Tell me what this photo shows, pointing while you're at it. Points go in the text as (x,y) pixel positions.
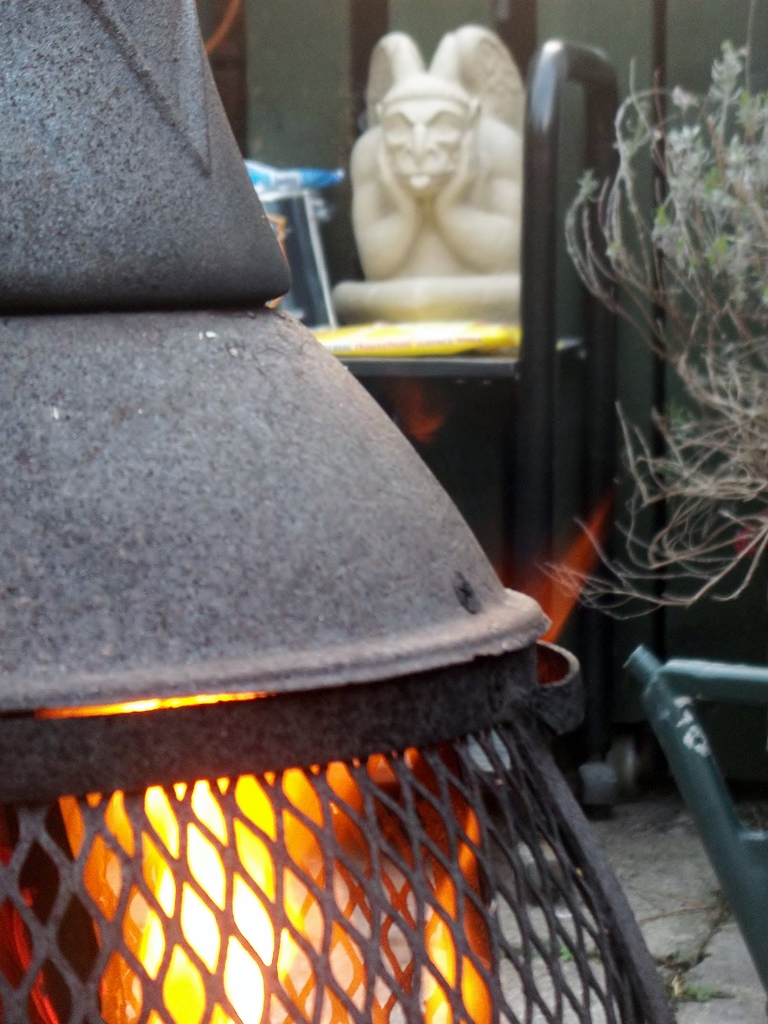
In this image there is a table (399,385), there are objects (411,251) on the table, there is a plant (691,192) towards the right of the image (703,189), there is an object (142,547) that looks like a fire burner (191,609) towards the left of the image (155,505), there is an object (691,667) towards the right of the image (704,740), at the background of the image (356,86) there is a wooden wall (361,55).
